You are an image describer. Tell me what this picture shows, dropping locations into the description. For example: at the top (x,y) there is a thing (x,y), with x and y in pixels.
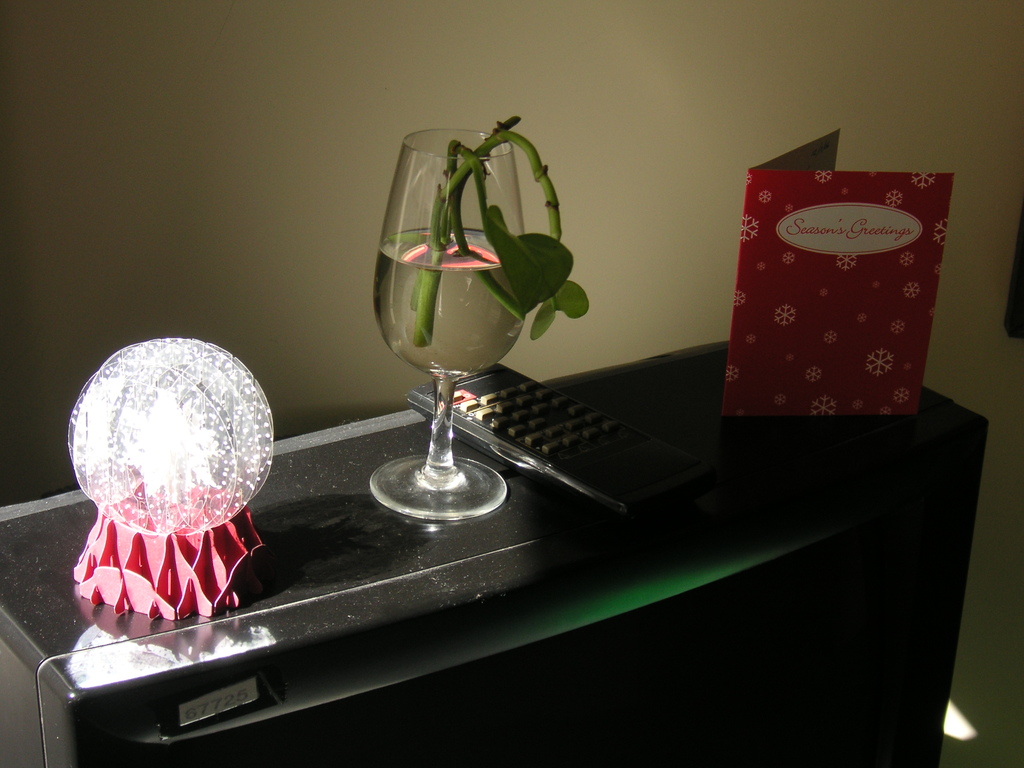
In this image I can see a glass (438,457), remote (655,446), greeting card (782,332) and a light ball (174,400) on the black color object (324,528). Background (653,71) the wall (378,148) is in white color.
